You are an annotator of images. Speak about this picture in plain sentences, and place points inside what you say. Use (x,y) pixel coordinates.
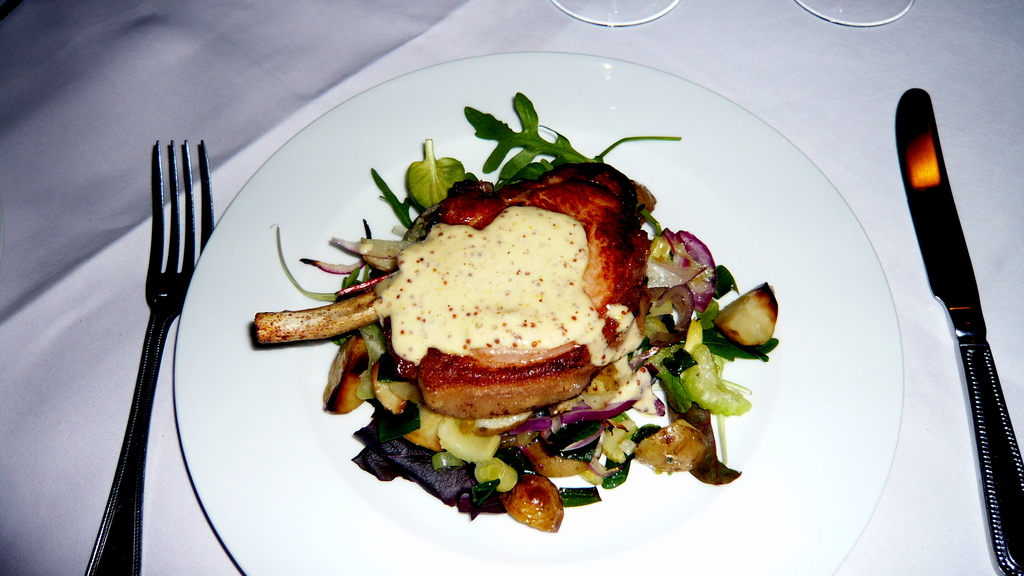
There are food items (454,197) in a white color plate (335,154), in the left side (159,193) there is a fork (110,535) and in the right side (928,172) there is a knife (1012,489).
